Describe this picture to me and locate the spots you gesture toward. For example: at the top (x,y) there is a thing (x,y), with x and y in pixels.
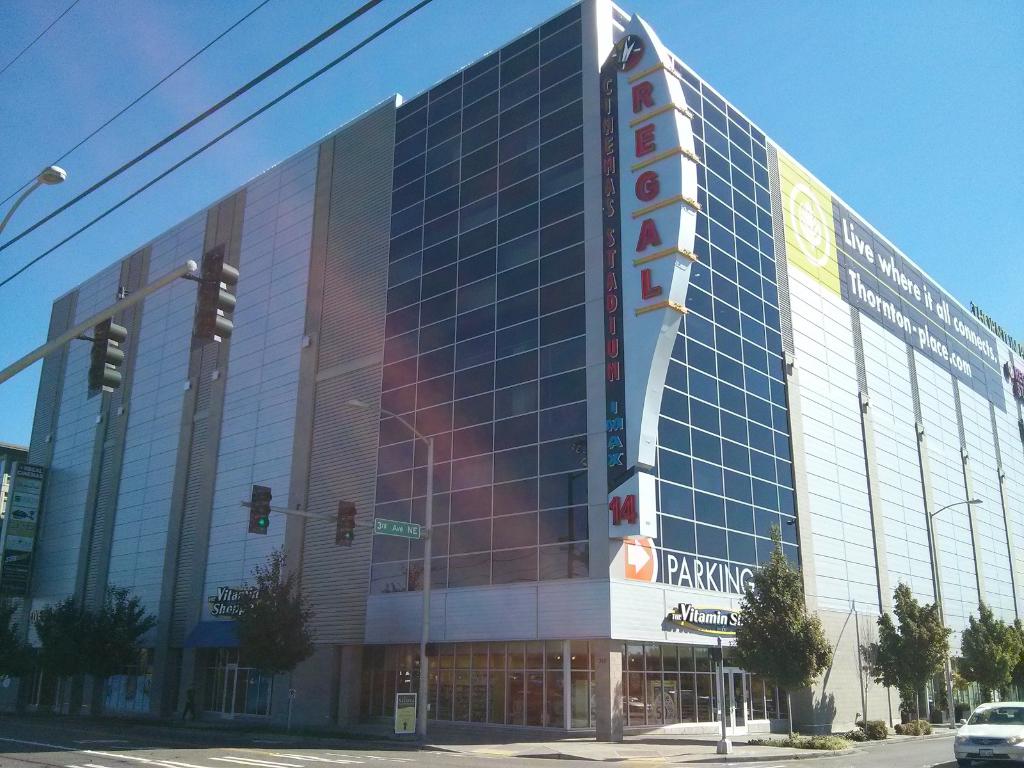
In this image we can see a building (383,574), trees (121,632), shrubs (906,729), traffic signal light poles (342,537), wires (81,232), hoarding (37,482) and also a vehicle (967,739) passing on the road (347,751). We can also see the sky (16,186).
